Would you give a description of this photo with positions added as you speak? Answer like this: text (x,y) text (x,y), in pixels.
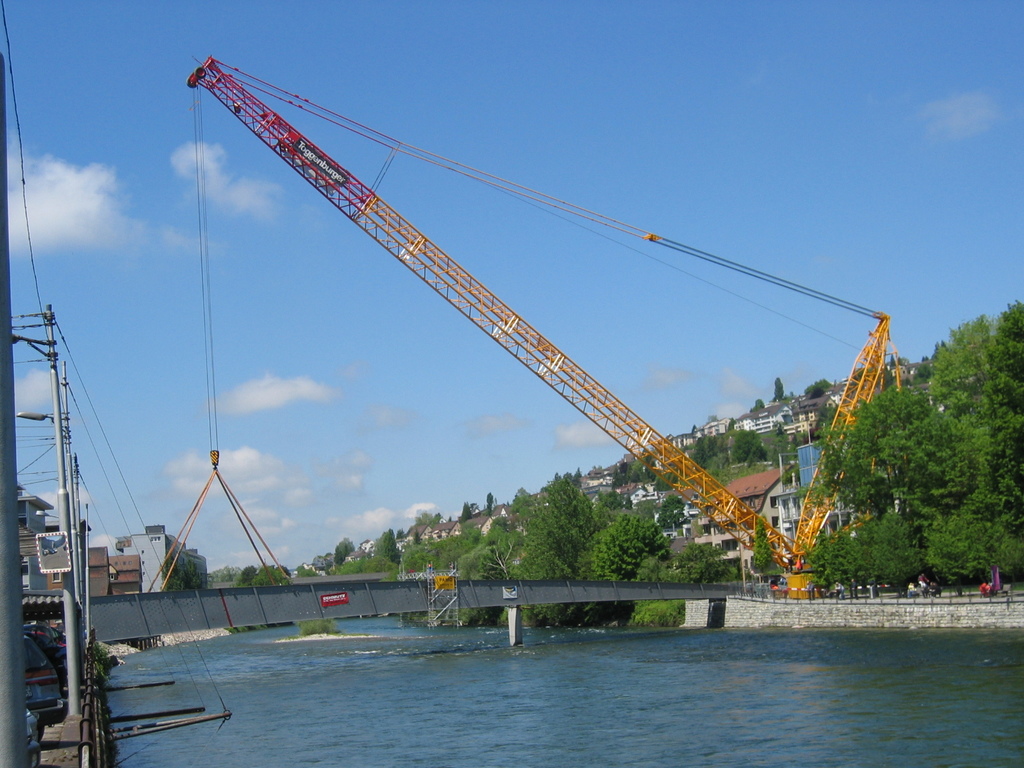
To the left side of the image (15,648) there are electric wires (37,361) and poles (16,627). In the background of the image (491,511) there are houses (129,578), trees (555,543). There is a crane (787,565). At the bottom of the image (620,690) there is water (570,721). In the center of the image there is a bridge (225,626). At the top of the image (614,142) there is sky (507,104).
